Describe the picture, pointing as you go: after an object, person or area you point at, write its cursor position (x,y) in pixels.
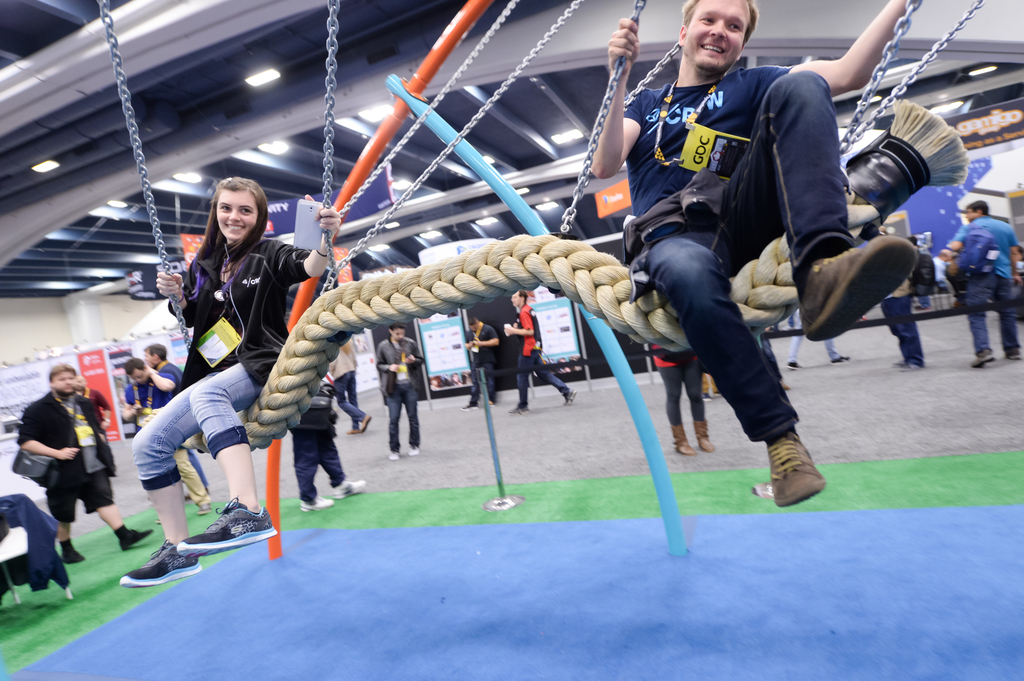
In this image in the front (289,273) there are persons (289,259) sitting on cradle (363,294) and smiling. in the background (158,377) there are persons (63,399) standing and walking and there are boards (17,393) with some text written on it.
